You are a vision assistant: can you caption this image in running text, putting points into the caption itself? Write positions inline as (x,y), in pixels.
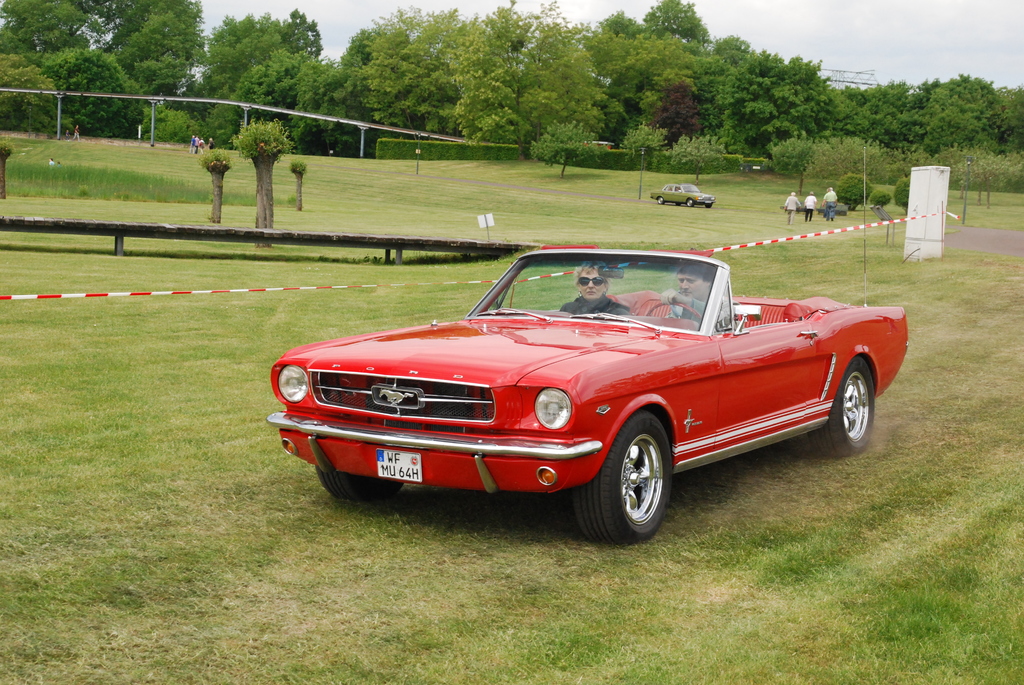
In the foreground of this image (694,463), there are two persons (584,299) inside a red car (619,430) moving on the grass (525,583). In the background (912,258), there is a wooden object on the left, a ribbon (808,237), two bridges (203,235), trees (258,67), persons (791,217) walking on the grass (204,175), a vehicle (712,203) moving on the road (700,206), sky (940,49) and the cloud (917,51) on the top (823,49).
